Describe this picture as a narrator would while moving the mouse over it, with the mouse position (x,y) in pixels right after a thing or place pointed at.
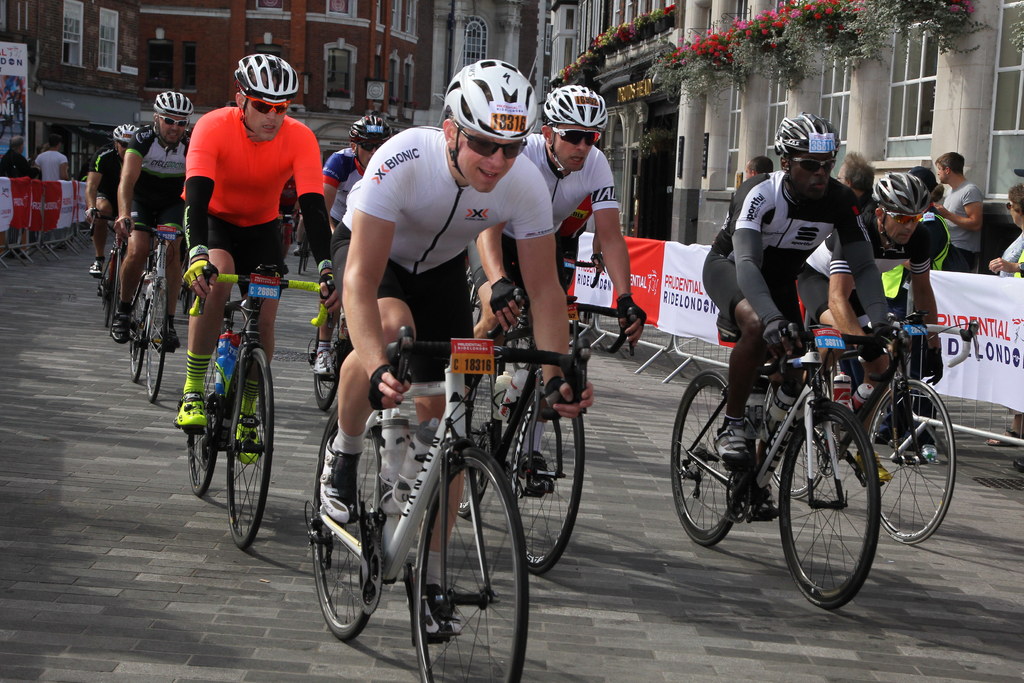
In the picture I can see these people (365,306) wearing T-shirts (475,220), helmets (257,77), glasses (887,216), socks (346,431) and shoes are riding the bicycles (103,281) on the road (638,423). Here I can see banners (1013,383), people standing here, I can see flowers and buildings (472,44) in the background (315,116).
